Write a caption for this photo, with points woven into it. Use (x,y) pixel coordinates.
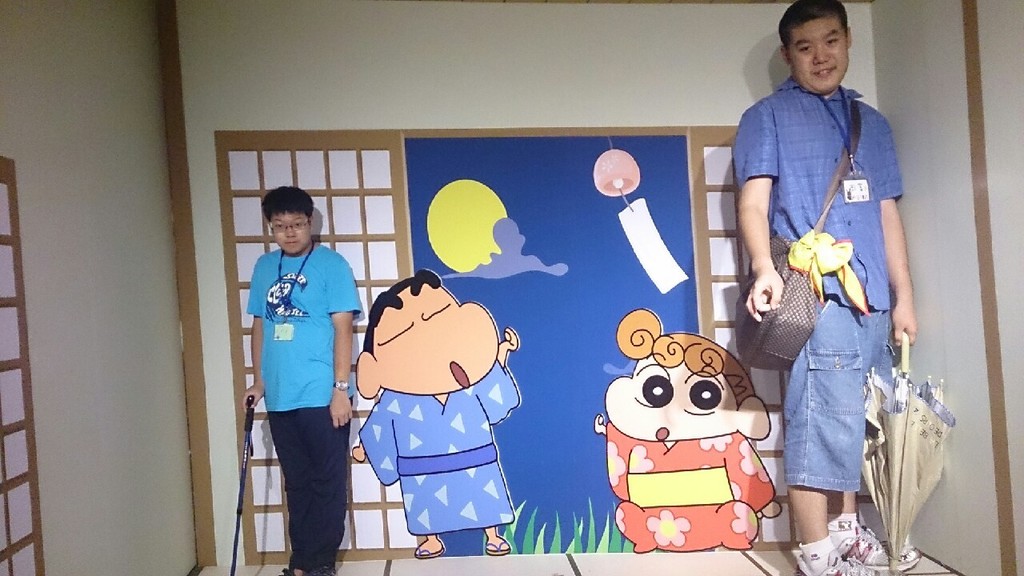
In the picture we can see two men (814,443) are standing on the either side of the wall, one man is short and holding a stick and one man (811,365) is tall and he is with bag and ID card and holding an umbrella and to the wall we can see a cartoon pictures (537,326).
